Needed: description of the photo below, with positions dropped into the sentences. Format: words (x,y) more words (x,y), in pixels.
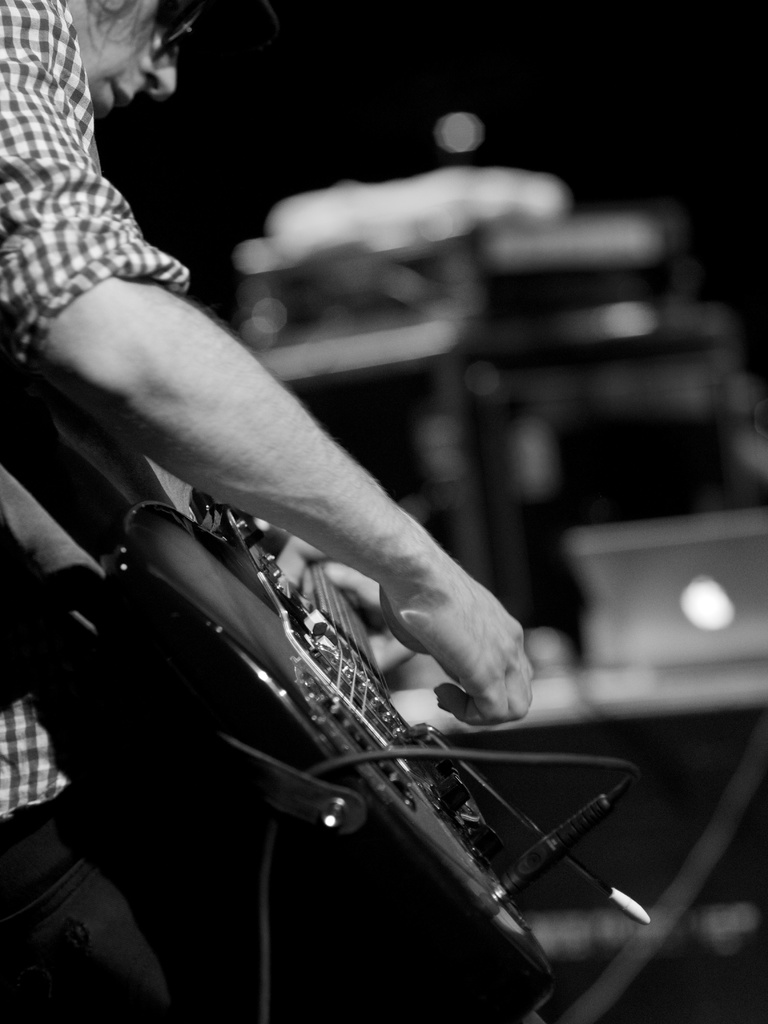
In this image there is a person (50,363) holding a guitar (516,987). He is wearing spectacles (181,32). Background (619,247) is blurry.
